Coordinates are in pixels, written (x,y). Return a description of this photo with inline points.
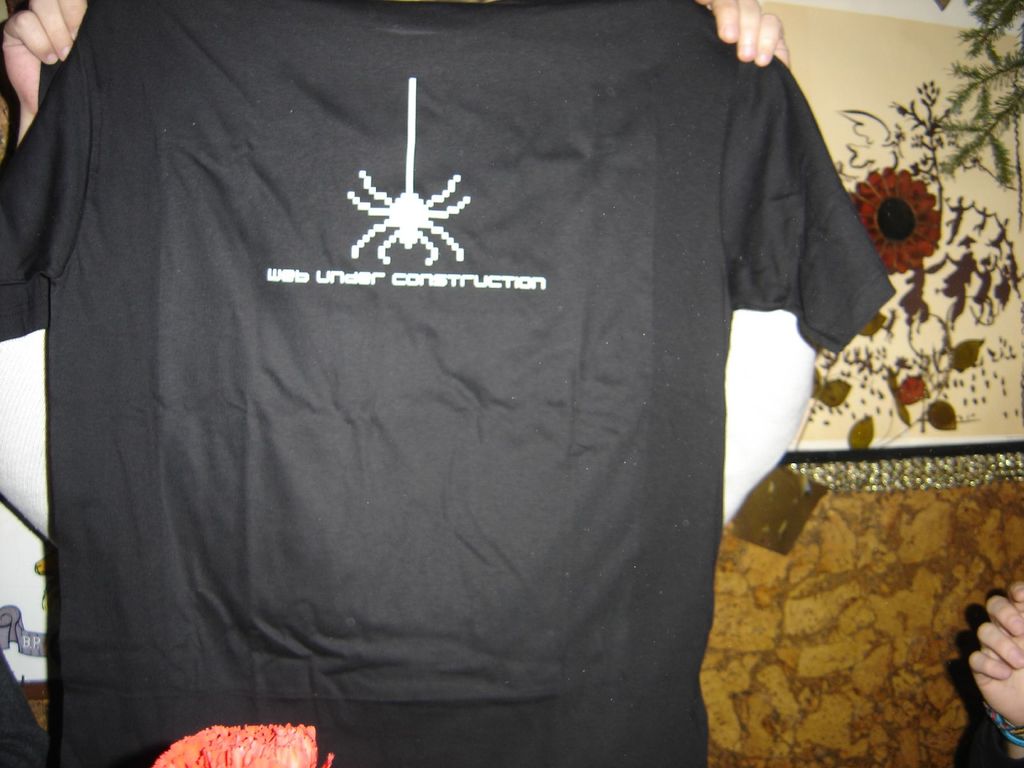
In the image there is a black t-shirt (258,225) with an image (391,222) and something written on it. There are hands (42,54) of the person (48,49) holding the t-shirt (552,226). In the background (888,179) there are flowers (918,216) and leaves (981,82). On the right side of the image (1007,640) there is a person hand (985,681). At the bottom of the image (296,757) there is a pink color object (255,738).
